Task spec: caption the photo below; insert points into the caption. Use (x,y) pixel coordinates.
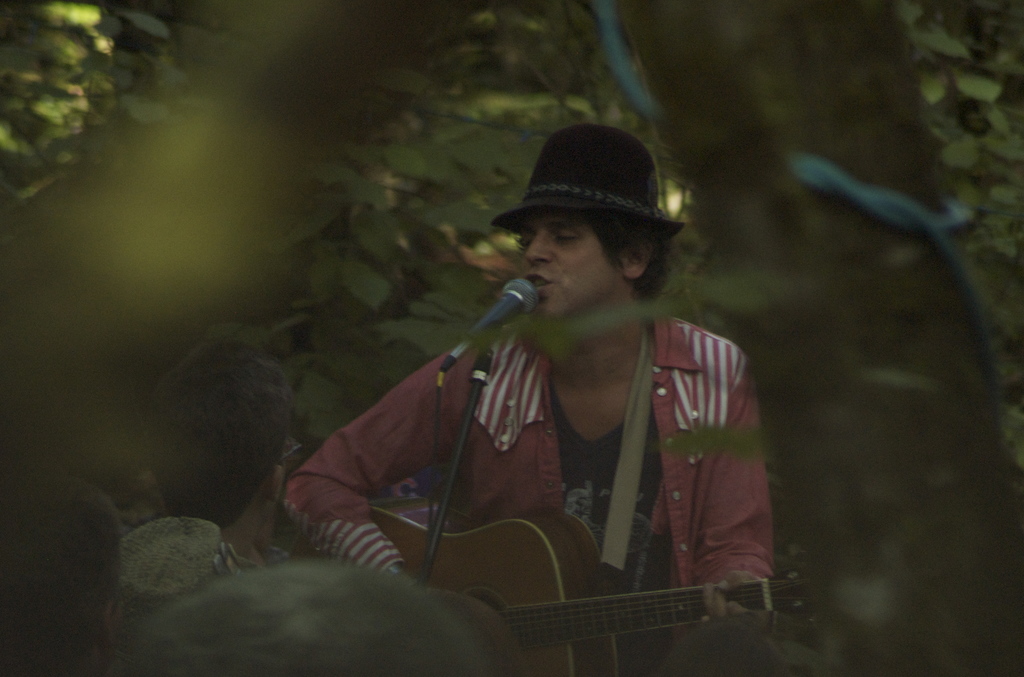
In the image there is a man (704,500) holding a guitar (537,611) and playing in front of a microphone (528,283) and opened his mouth (543,285) for singing, in background (517,166) we can see trees (461,220).
